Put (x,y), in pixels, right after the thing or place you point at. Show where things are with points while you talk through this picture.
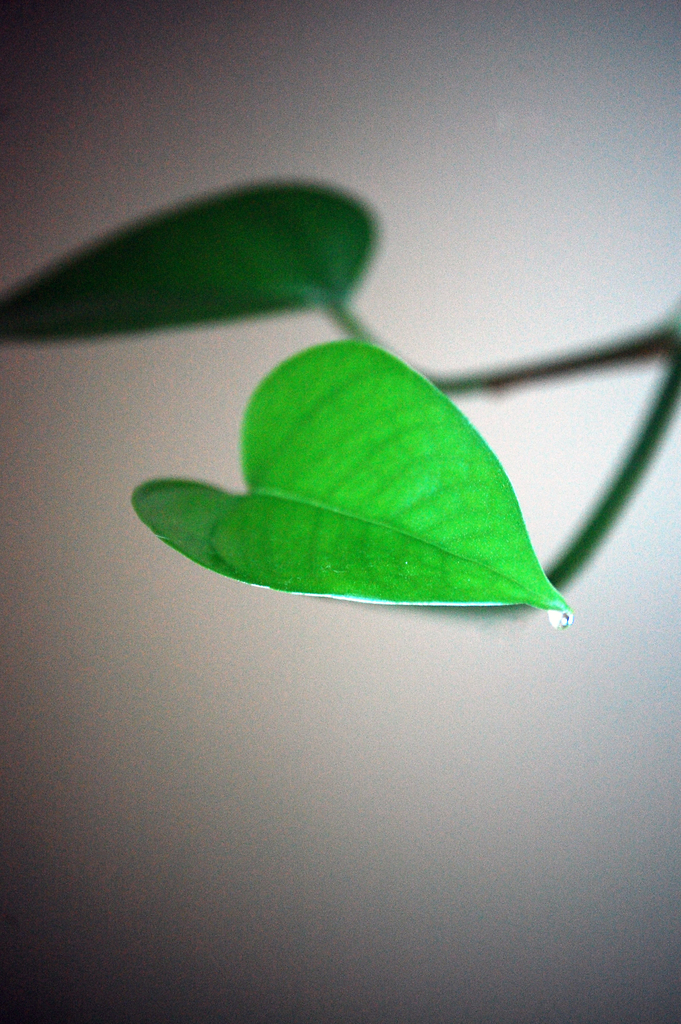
There is a water drop (567,622) attached to the green color leaf (471,525) of a plant (383,459). And the background (672,482) is in white and gray color combination.
